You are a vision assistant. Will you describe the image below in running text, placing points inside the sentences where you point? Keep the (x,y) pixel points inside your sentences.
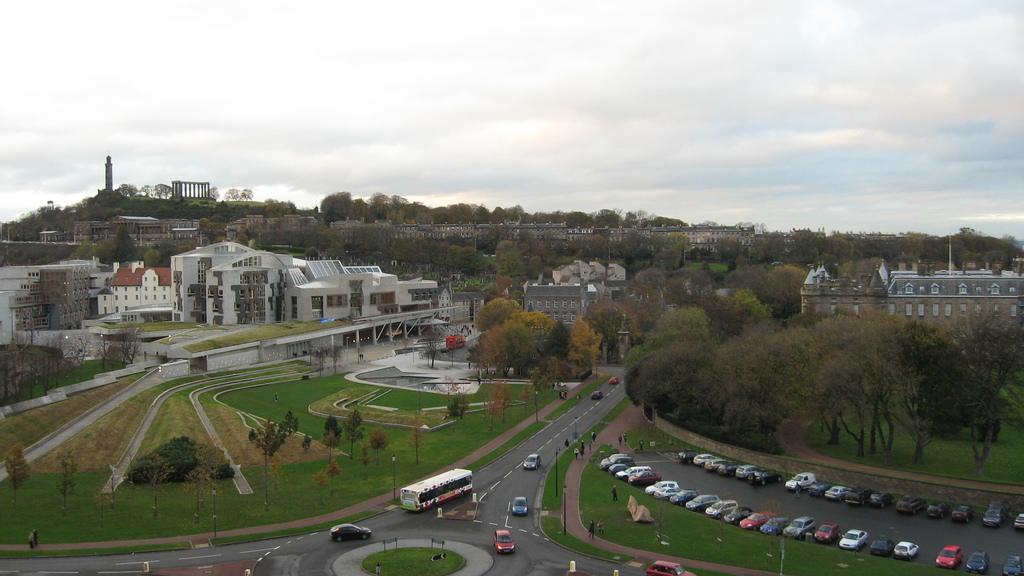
There are vehicles (628,482) on the road (640,569) and this is grass (703,542). Here we can see plants (456,415), trees (644,368), poles (214,491), and buildings (373,303). In the background (794,94) there is sky (817,145) with clouds (817,145).
